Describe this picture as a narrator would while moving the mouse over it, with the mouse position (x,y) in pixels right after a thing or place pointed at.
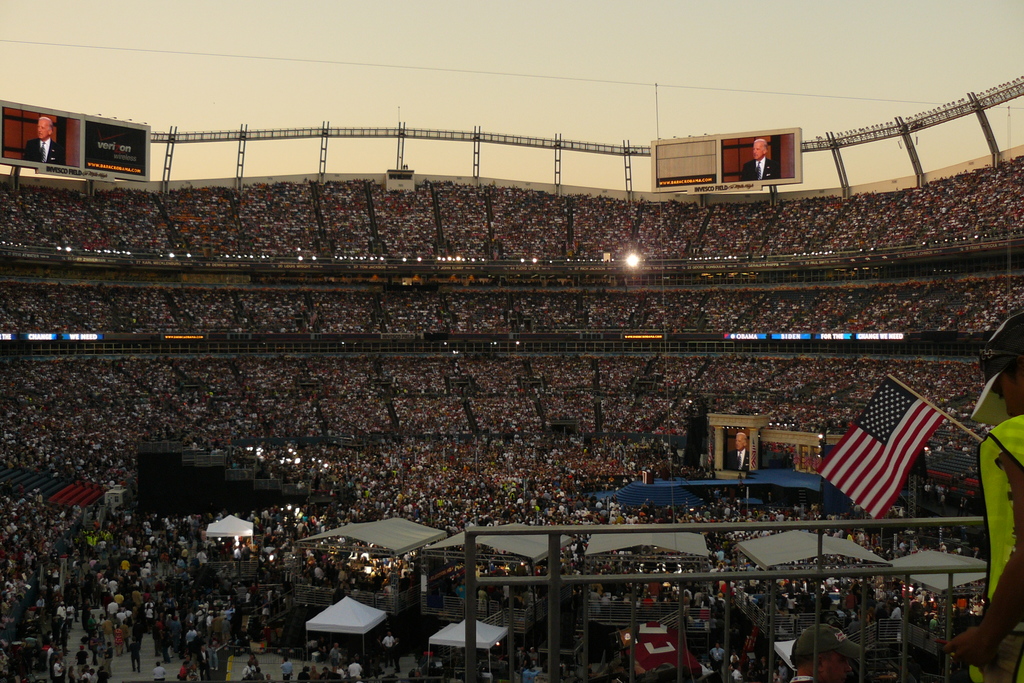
In this picture we can see a group of people (615,427) are present in auditorium (513,320) and also we can see tents (775,548), rods (620,576), boards (576,338), screens (746,177), flag (863,435), floor (142,653). At the top of the image (506,47) we can see sky (575,44), wire (563,77), pole (654,95).
